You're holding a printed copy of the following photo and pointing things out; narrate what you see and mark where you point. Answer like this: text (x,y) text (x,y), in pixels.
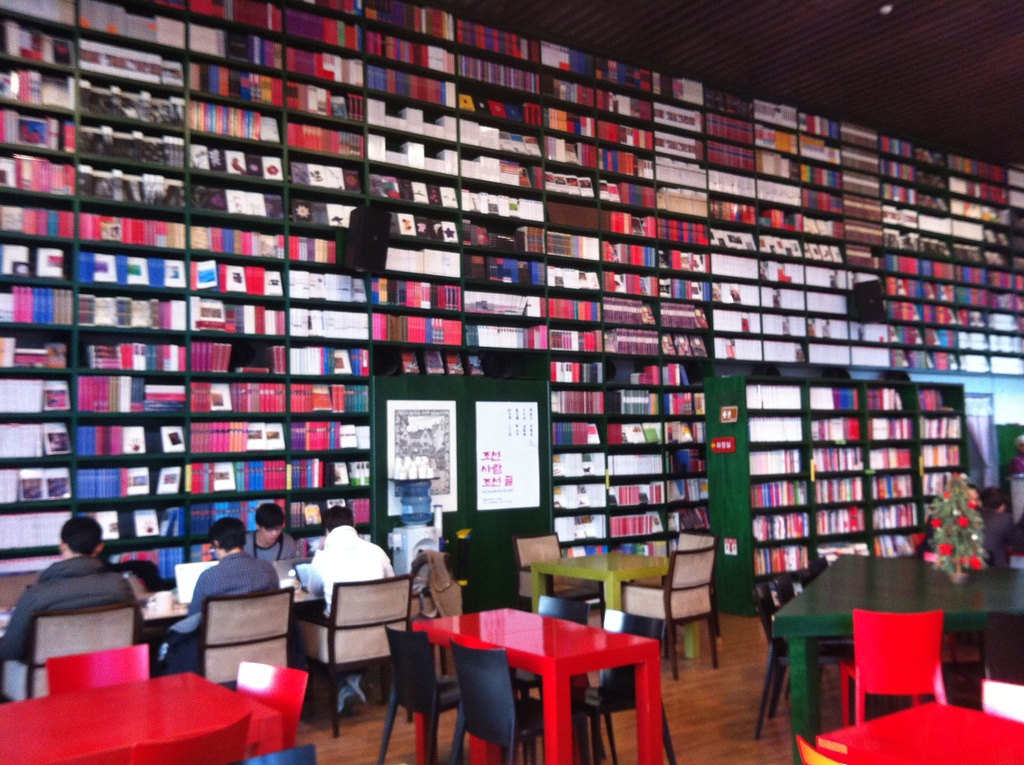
It is a library (598,273), there are some chairs (418,665) and tables (618,659) and people (228,580) sitting on them and studying, in the background (505,89) there are lot of books (616,307) and also some speakers (359,214).
